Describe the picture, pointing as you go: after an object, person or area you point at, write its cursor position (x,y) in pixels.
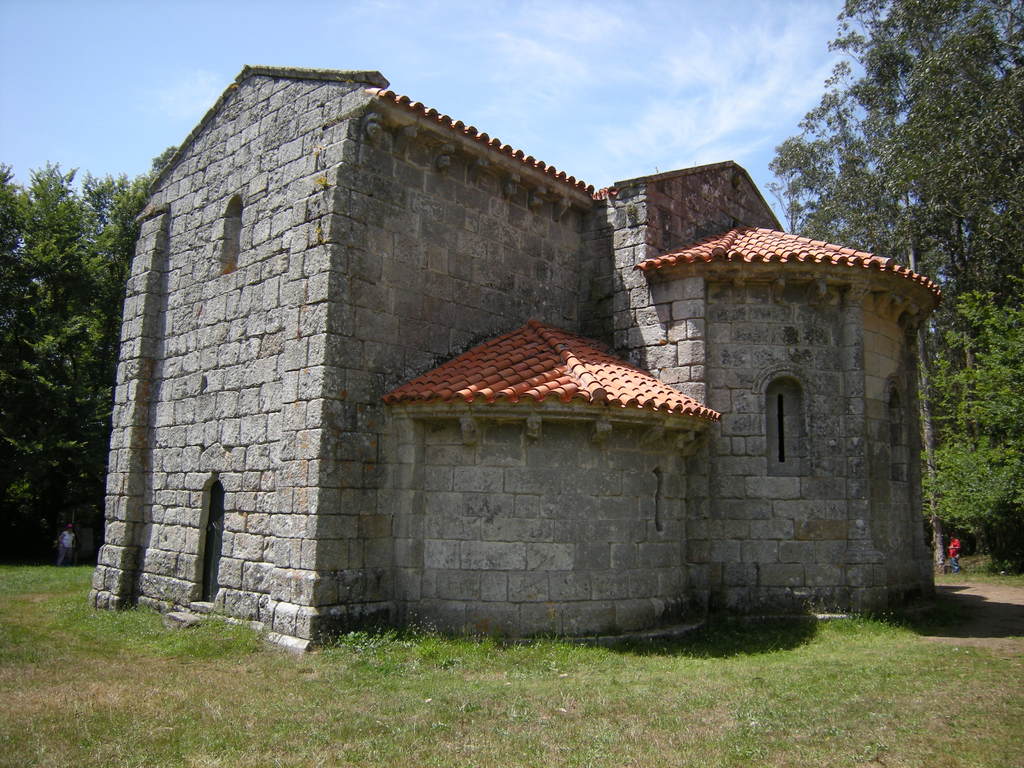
In this image we can see the stone house (358,565), lawn (1003,695), a few people (62,543) here, trees (52,553) and the sky (439,56) with clouds (713,99) in the background (455,66).
